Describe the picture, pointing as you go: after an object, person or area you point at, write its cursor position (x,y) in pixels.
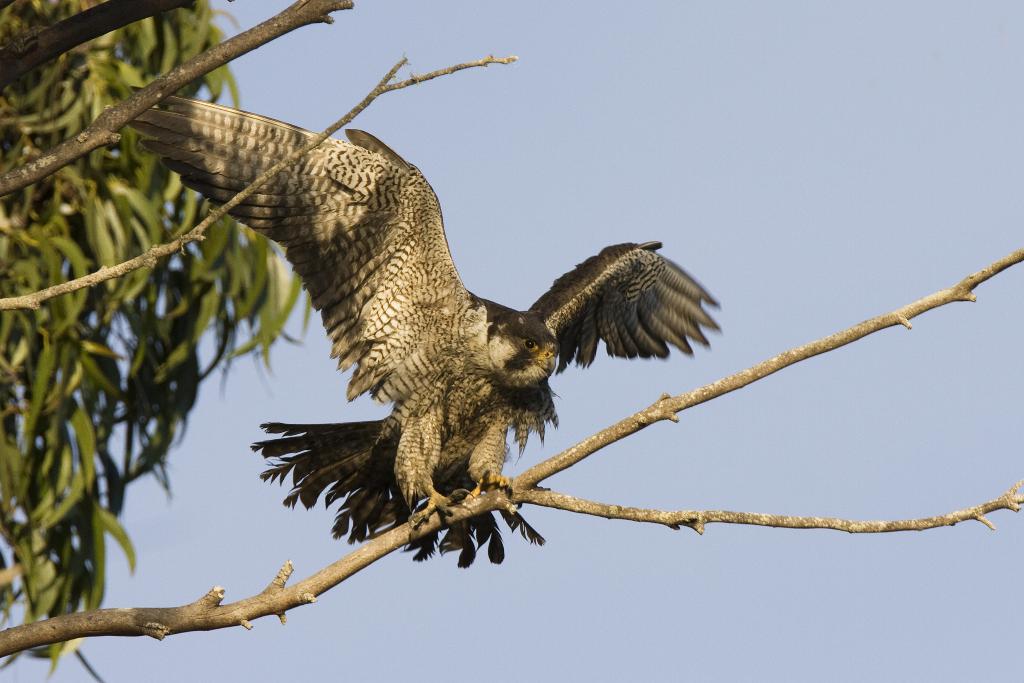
This image consists of a falcon (467,443) sitting on a stem (124,624). On the left (11,301), we can see a tree (96,253). At the top (999,213), there is sky (711,137).
